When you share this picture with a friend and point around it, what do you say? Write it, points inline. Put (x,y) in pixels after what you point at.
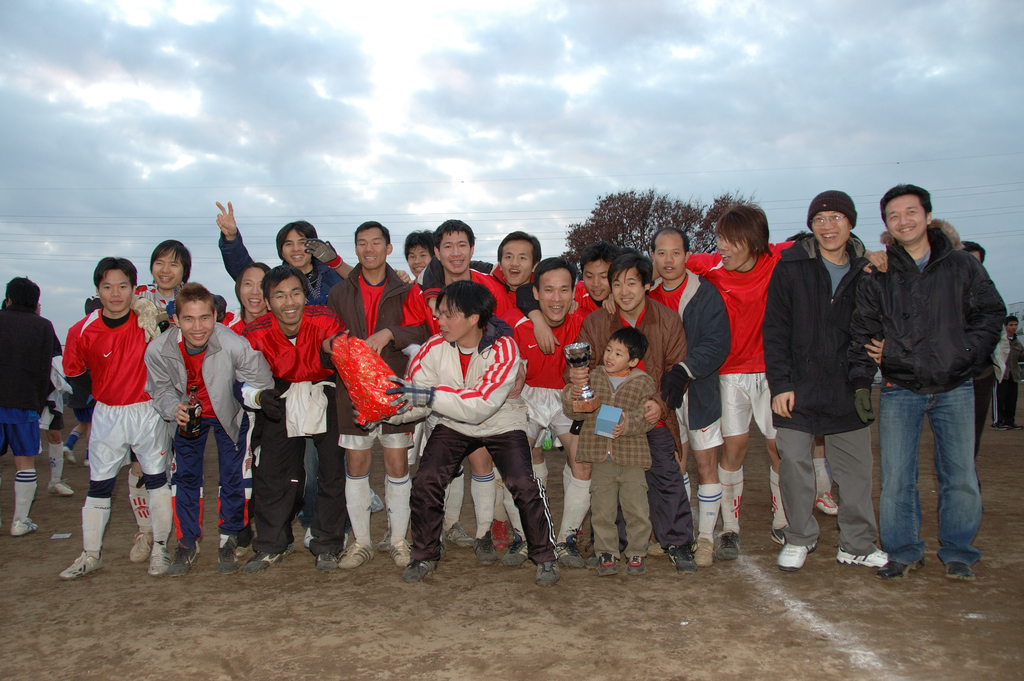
In this image we can see a group of people (458,384) standing on the ground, among them some are holding the objects (586,364), in the background (658,217) we can see a tree (677,226) and the sky (400,84) with clouds (399,84).
